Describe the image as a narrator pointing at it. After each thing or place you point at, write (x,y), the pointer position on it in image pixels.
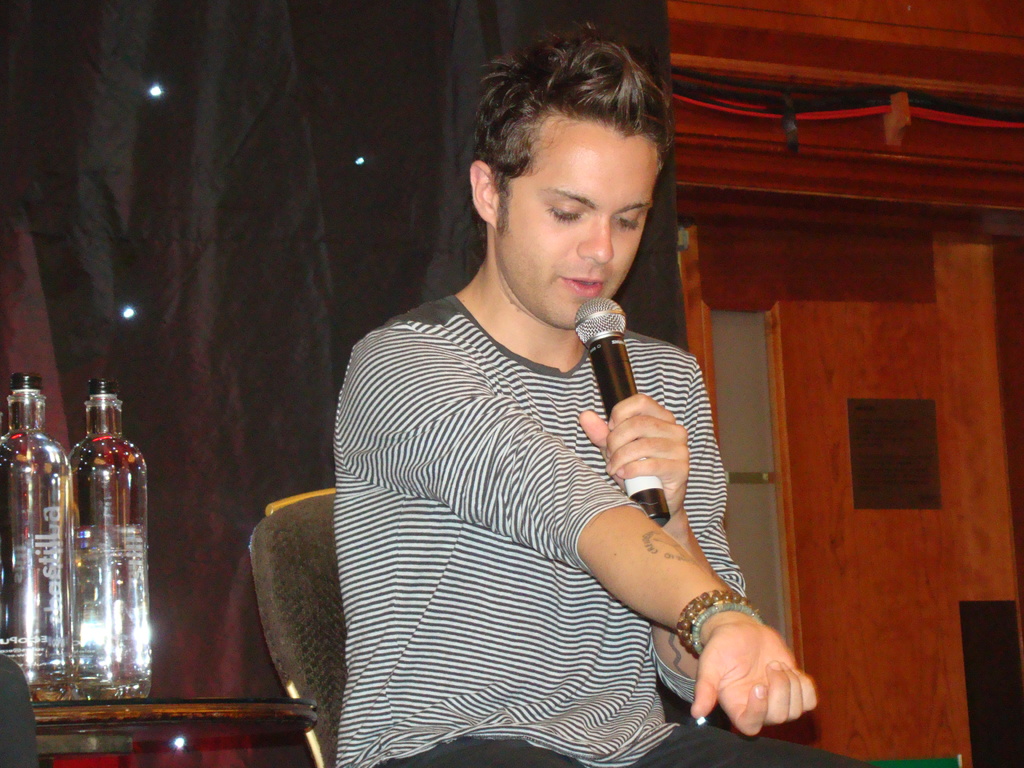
As we can see in a picture a man (459,426) sitting on a chair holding a microphone (595,361) in his hand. Beside him is a table (150,709) on which two bottles (58,526) are placed.
